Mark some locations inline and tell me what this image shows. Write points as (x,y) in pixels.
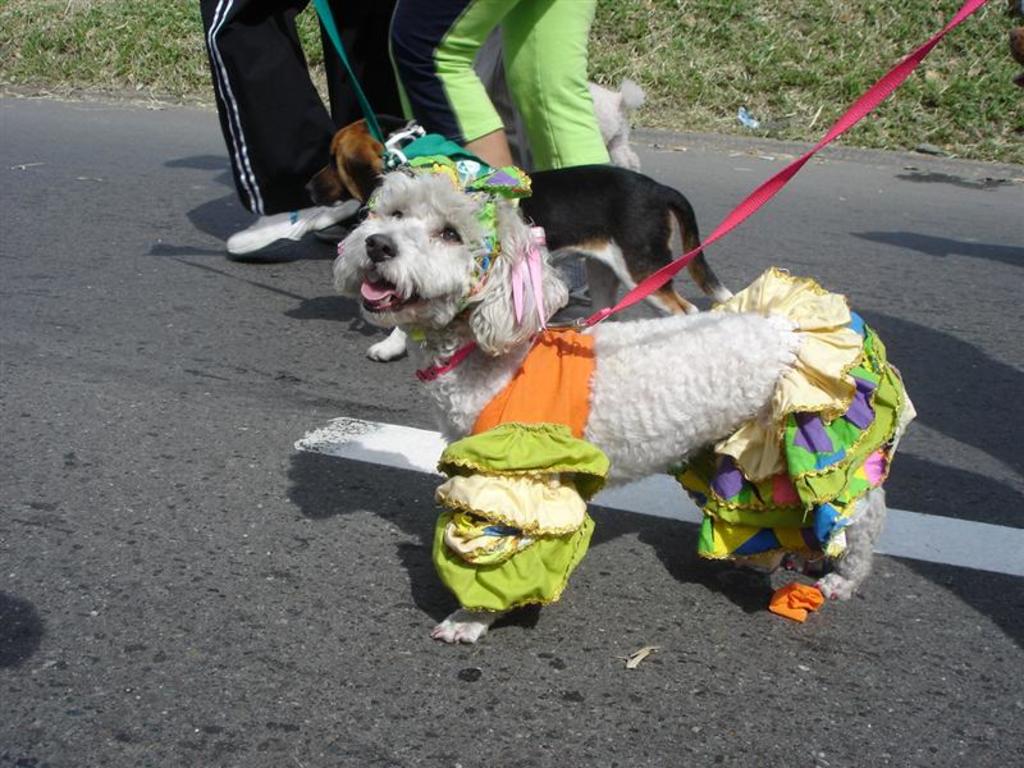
In the picture we can see dogs (433,401) which has leash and we can see some persons legs (325,123) who are walking along the road (312,406) and in the background of the picture (154,69) there is grass (666,68).
